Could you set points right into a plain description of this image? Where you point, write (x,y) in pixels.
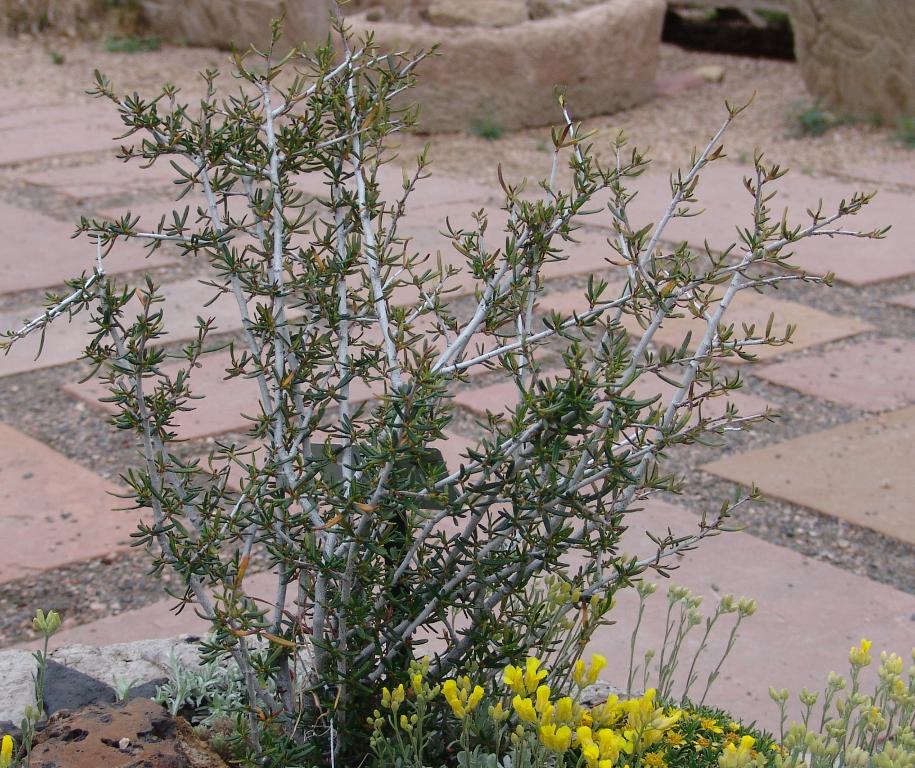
In this image I see the plants (337,682) over here and I see flowers (644,720) which are of yellow in color. In the background (40,204) I see the path (434,238) and I see light brown color things (402,43) over here.
